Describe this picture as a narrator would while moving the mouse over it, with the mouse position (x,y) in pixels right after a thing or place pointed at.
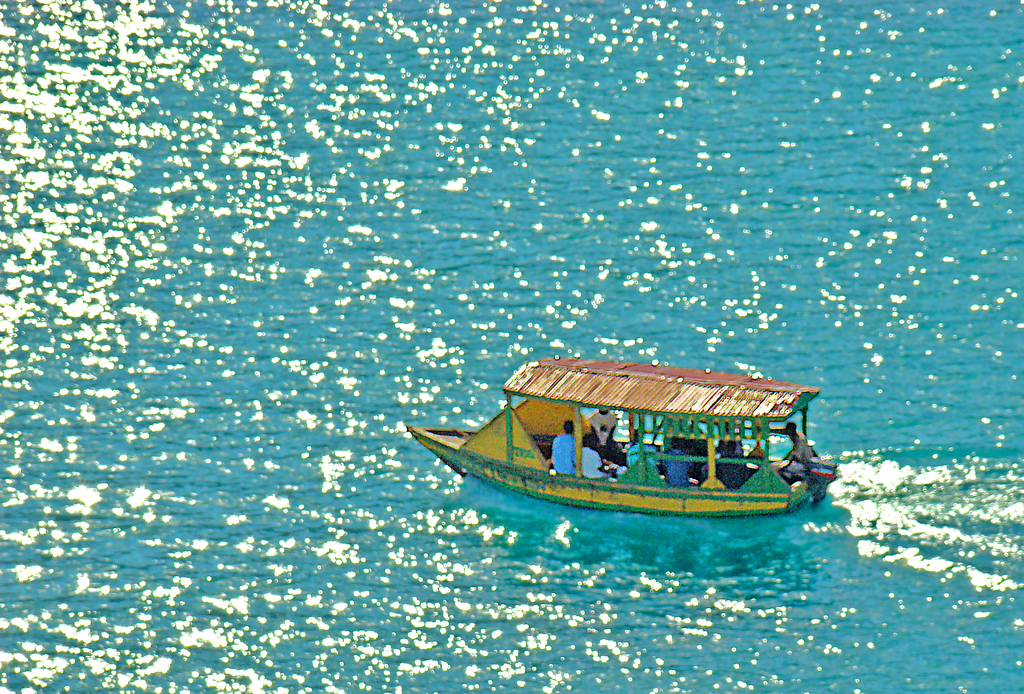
There are few persons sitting in the boat (499,464) on the water (251,406) and there is a roof (574,378) on the boat (479,433).
